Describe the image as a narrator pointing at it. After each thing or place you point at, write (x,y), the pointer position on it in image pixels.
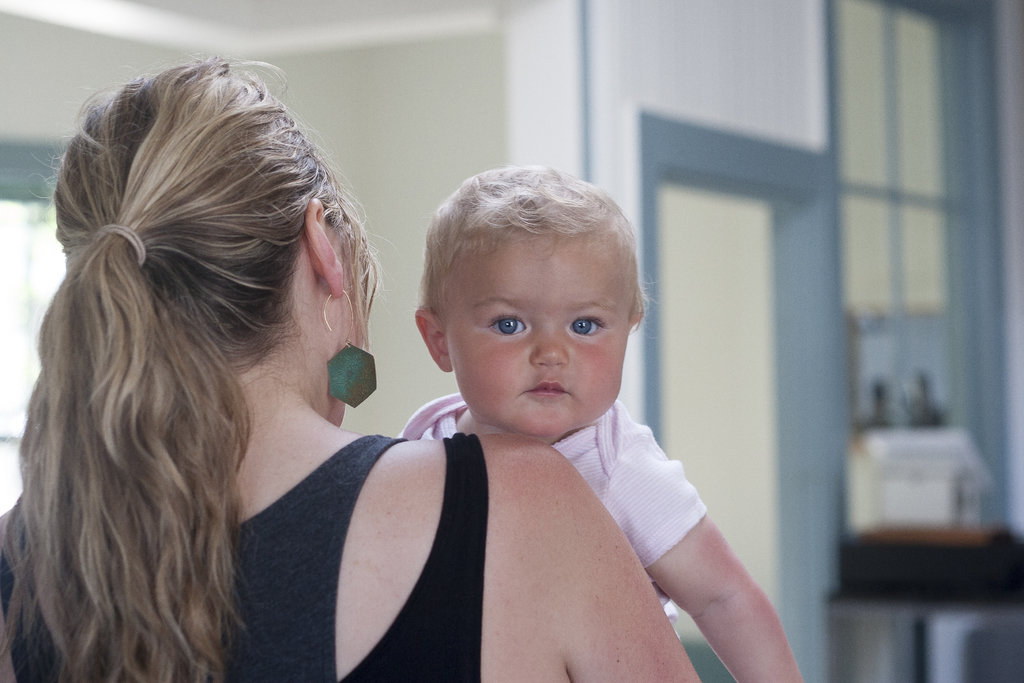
In this image I can see two people (317,492) with pink and black color dresses (277,562). In the background (532,111) I can see few objects (877,468) and the wall (533,111).
